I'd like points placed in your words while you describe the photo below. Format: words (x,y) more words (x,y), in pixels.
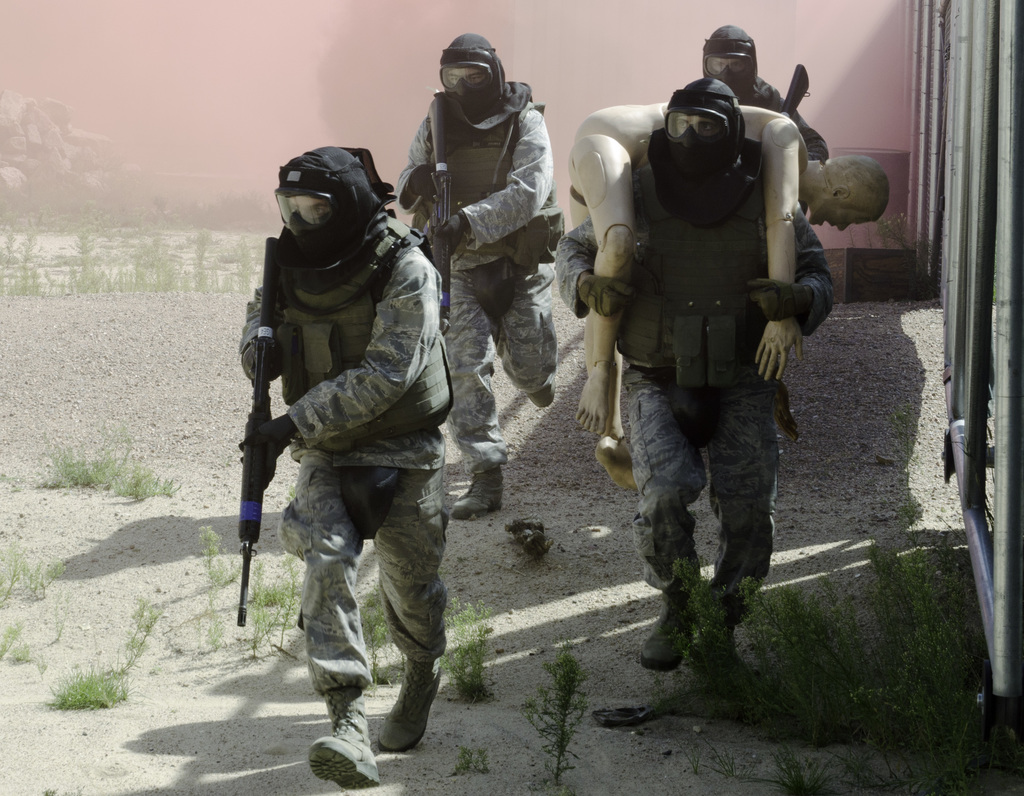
In this image we can see four people (749,414) are walking and one among them is holding an object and others are holding a gun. We can also see some plants (855,717) and stones (74,400).
